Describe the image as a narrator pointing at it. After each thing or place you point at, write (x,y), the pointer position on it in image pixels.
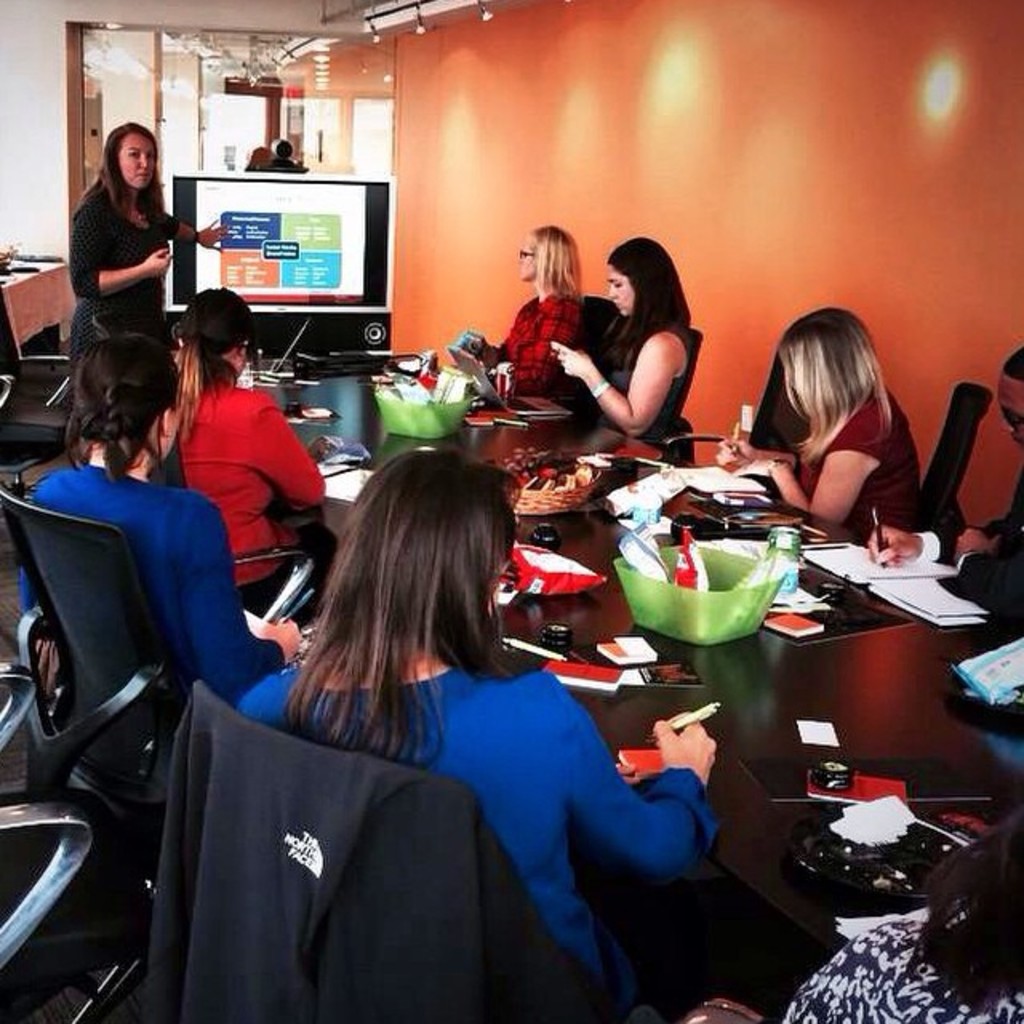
In the image we can see there are lot of people (246,470) sitting on chair (139,686) and on table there are bowl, napkin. Beside there is a screen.
